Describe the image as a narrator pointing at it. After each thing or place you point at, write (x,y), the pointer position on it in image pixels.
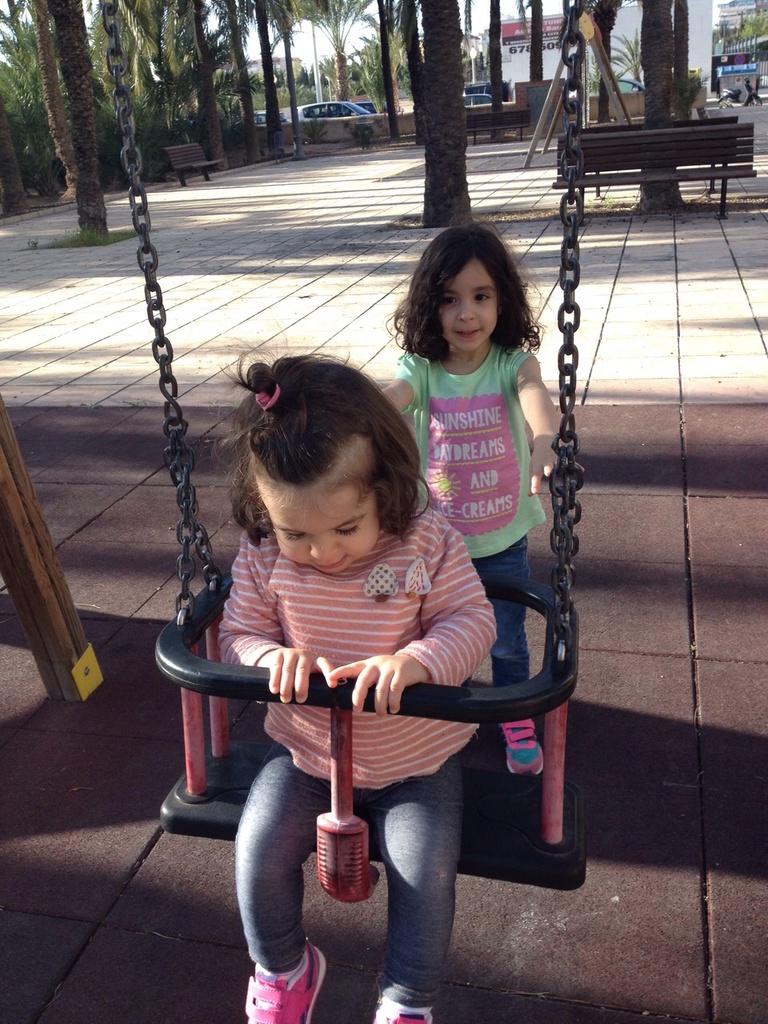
This picture is clicked outside the city. The girl (326,593) in pink shirt (407,740) and grey pant (288,898) is sitting on the swing (347,750). Behind her, the girl (494,334) in green T-shirt (477,431) is standing and she is holding the swing (236,746). Behind her, we see trees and a bench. In the background (308,107), we see cars (263,118) moving on the road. We even see trees (648,34) and buildings (638,14) in the background (148,110).
